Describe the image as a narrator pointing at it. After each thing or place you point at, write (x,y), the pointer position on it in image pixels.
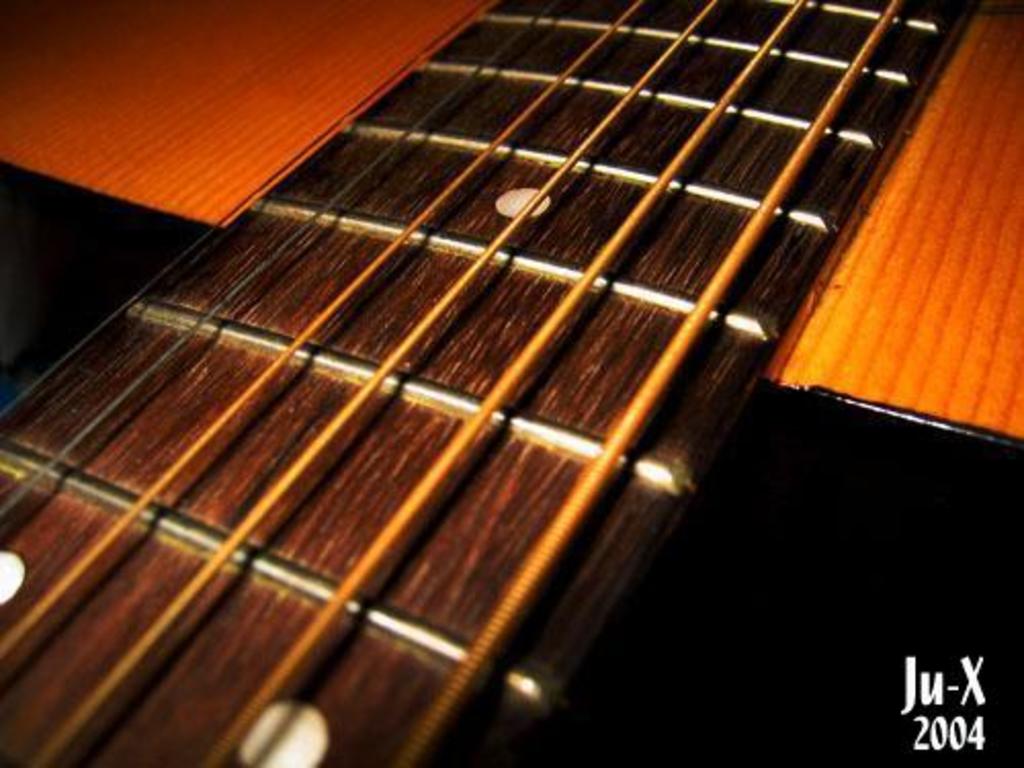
In this picture we can see a wooden platform (482,227) with strings (579,157) on it and some round shaped dots (507,191) and this is looking like a guitar strings (591,139).
